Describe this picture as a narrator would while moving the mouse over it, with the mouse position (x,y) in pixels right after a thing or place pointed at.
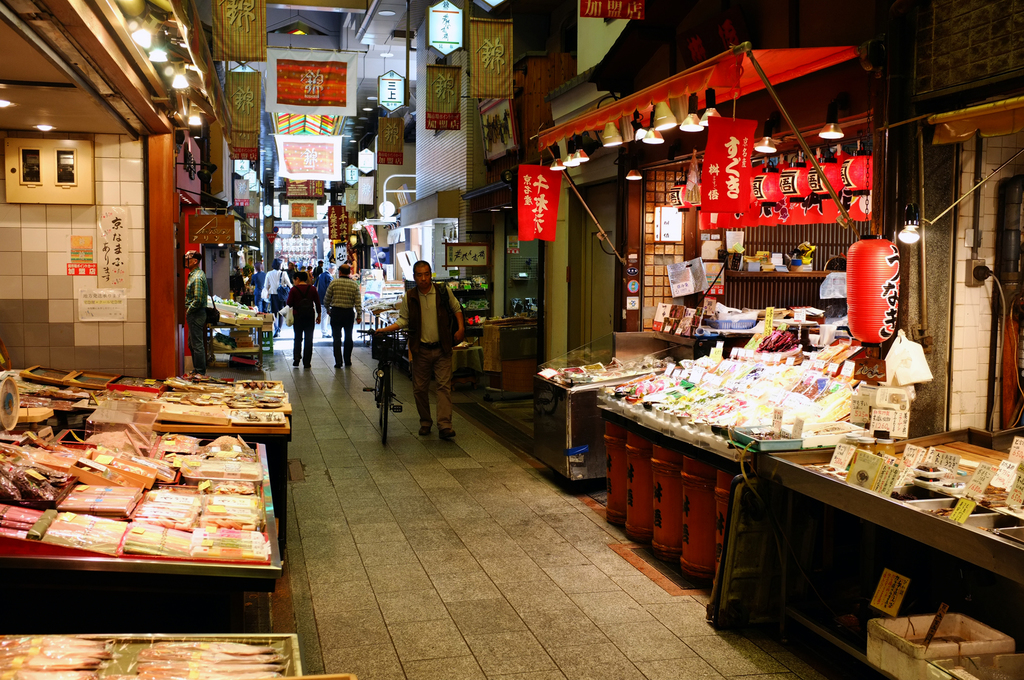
In this image I can see a person (431,343) holding a bicycle (378,351), in the center (430,323). There are other people (312,290) at the back (316,305). There are stalls (476,339) on the either sides in which there are many items (782,412). There are boards (447,81) and lanterns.
